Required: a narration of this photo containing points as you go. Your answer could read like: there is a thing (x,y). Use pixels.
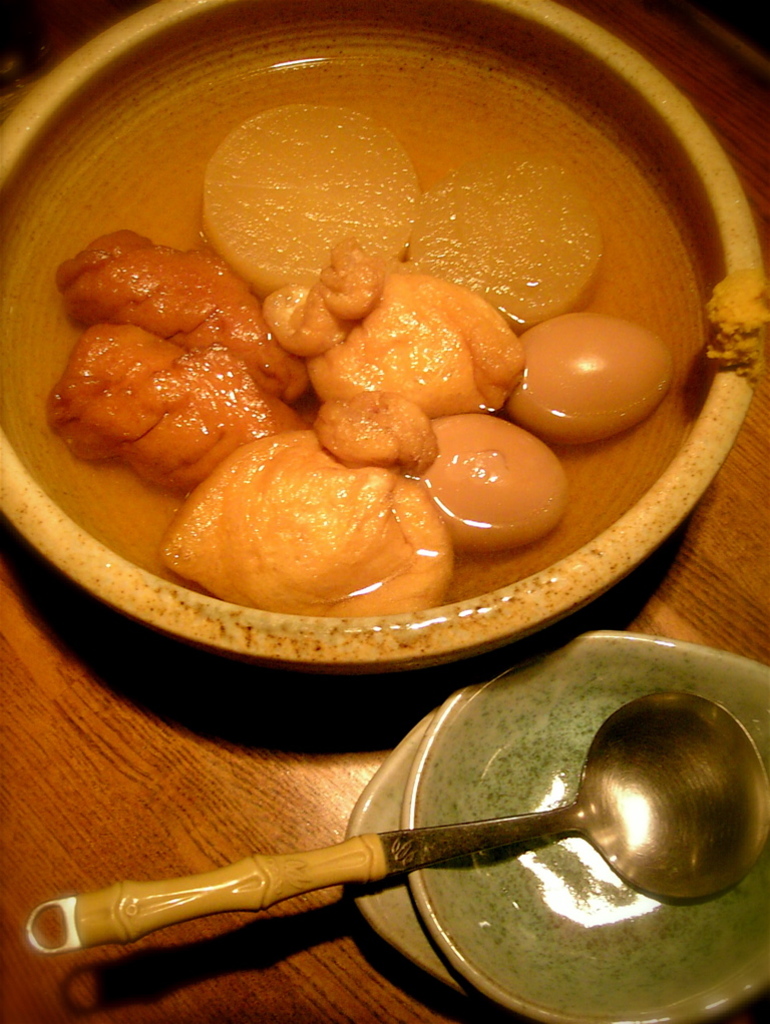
Here in this picture we can see a table (171,996), on which we can see a bowl (396,619) with eggs (535,362) and meat (308,309) present in it over there and beside that we can see spoon (595,780) placed on a plate (514,891) present over there.
